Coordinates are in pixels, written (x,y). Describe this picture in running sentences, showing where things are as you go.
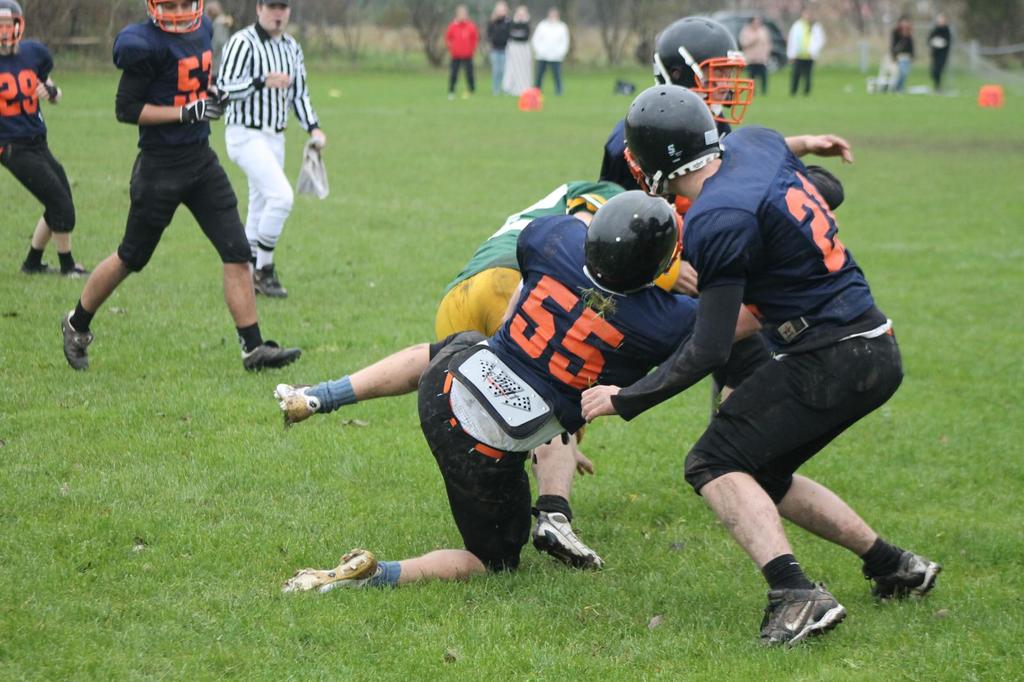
In this image there are persons (570,371) playing in the front (682,300). In the background (522,15) there are persons (498,21) standing and there are trees (483,16) and there is a car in the front (992,338) on the ground (1014,368) there is grass (252,539).
